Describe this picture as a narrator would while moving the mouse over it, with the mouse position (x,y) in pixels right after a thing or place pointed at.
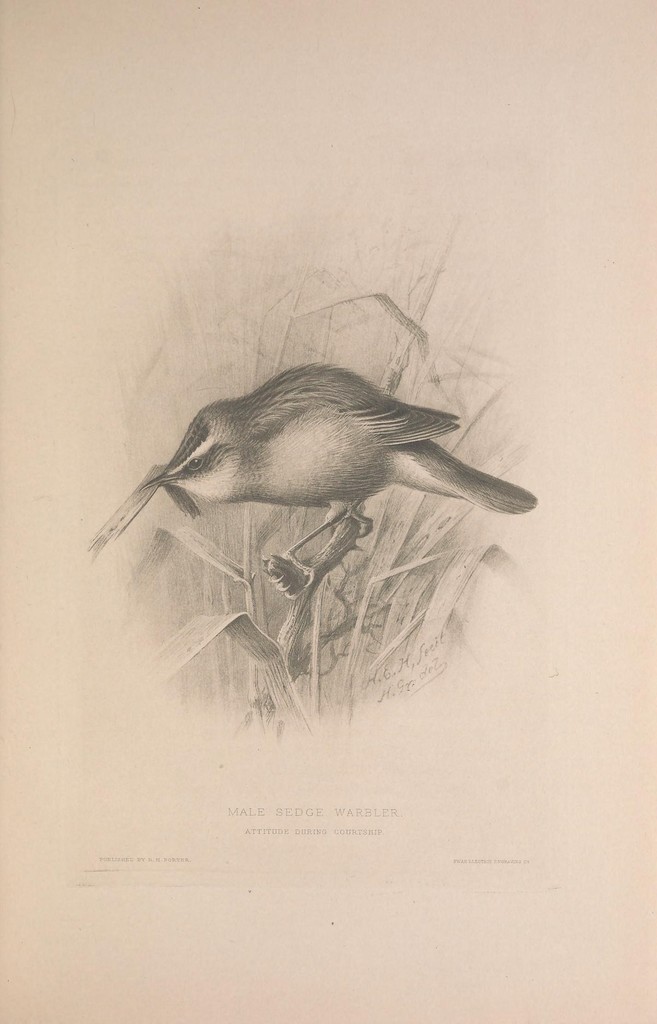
This picture shows a bird (314,482) on the branch (320,566) and it is a printed paper (502,893) and we see text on it.
